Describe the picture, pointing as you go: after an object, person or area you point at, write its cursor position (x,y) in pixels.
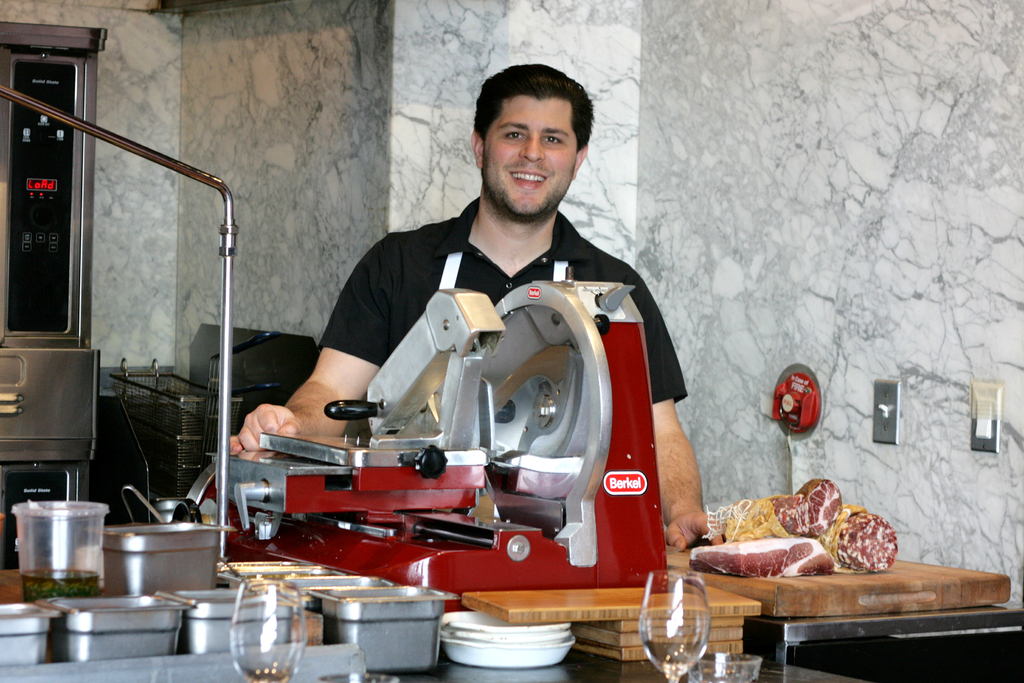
In the center of the image (669,434) we can see a man (495,228) is standing and smiling. At the bottom of the image (630,682) we can see a table (900,629). On the table (847,663) we can see the vessels (354,601), plates (480,644), glasses (290,621), flesh (752,559), containers (65,572) and machine (480,445). In the background of the image (728,211) we can see the wall (945,325), boards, baskets (207,417). On the left side of the image (55,528) we can see a container (33,531), rod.
